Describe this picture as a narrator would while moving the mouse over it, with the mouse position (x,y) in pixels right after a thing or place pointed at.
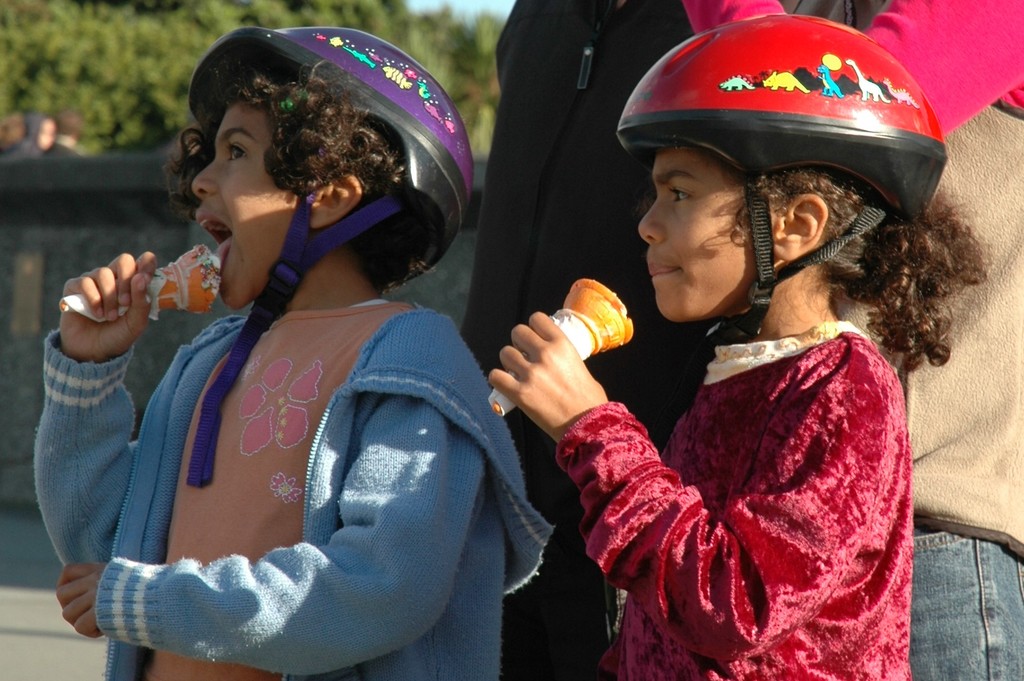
In this image there are two girls (299,328) standing, they are wearing a helmet (308,218), there are holding an ice cream (177,304), there are two people (619,52) towards the right of the image (980,539), there are trees (195,35) towards the top of the image (140,46), there is the wall (43,261) towards the left of the image (24,265), there are persons (57,141) towards the left of the image (30,133), there is road (32,624) towards the bottom of the image (33,612).
